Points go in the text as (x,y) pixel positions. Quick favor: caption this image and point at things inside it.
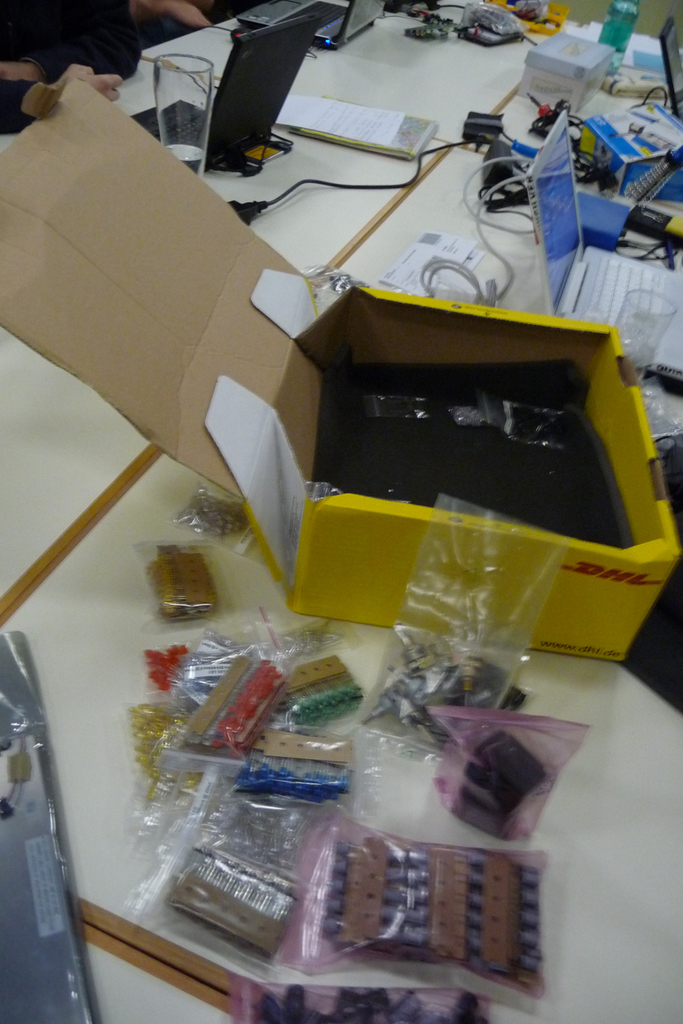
This is the table (110,517) with card board box (169,308), laptops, books (371,145), glass (186,145), bottle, cables (488,209), papers (443,237) and few other things (219,728) placed on the table (117,626).
